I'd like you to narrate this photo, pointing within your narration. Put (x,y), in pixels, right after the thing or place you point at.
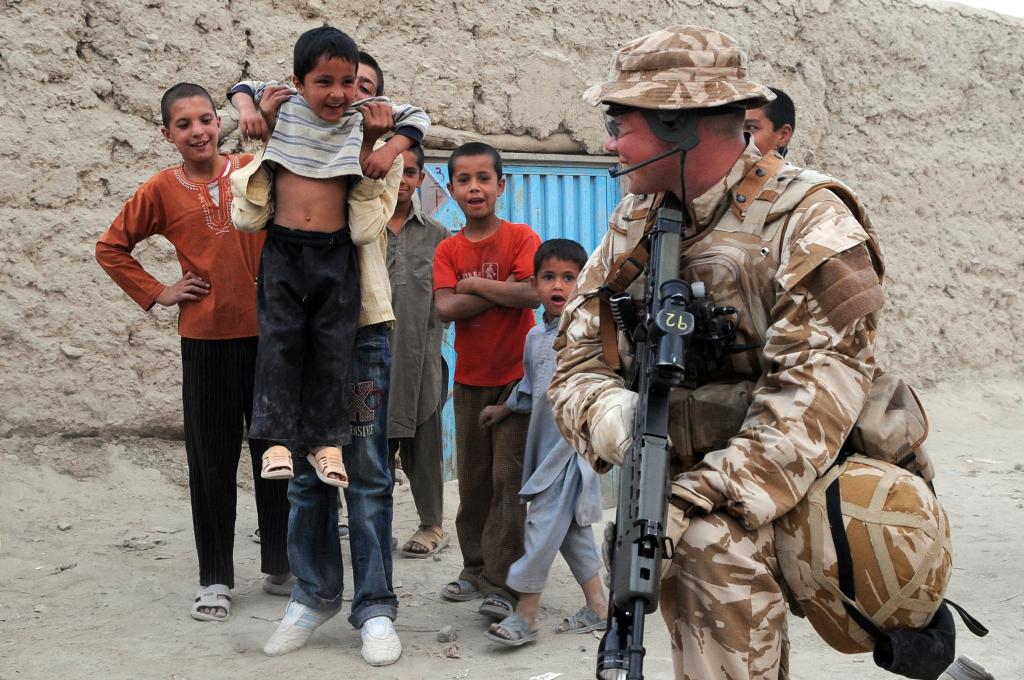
In this image we can see a person (846,368) wearing uniform (817,411) and holding the gun (653,550) and smiling. Behind this person (663,162) we can see some boys (420,264) standing on the ground (155,623) and one of the boy (356,228) is lifting the kid (337,416). In the background (934,121) we can see the wall (954,198) with a blue color door (573,184).
